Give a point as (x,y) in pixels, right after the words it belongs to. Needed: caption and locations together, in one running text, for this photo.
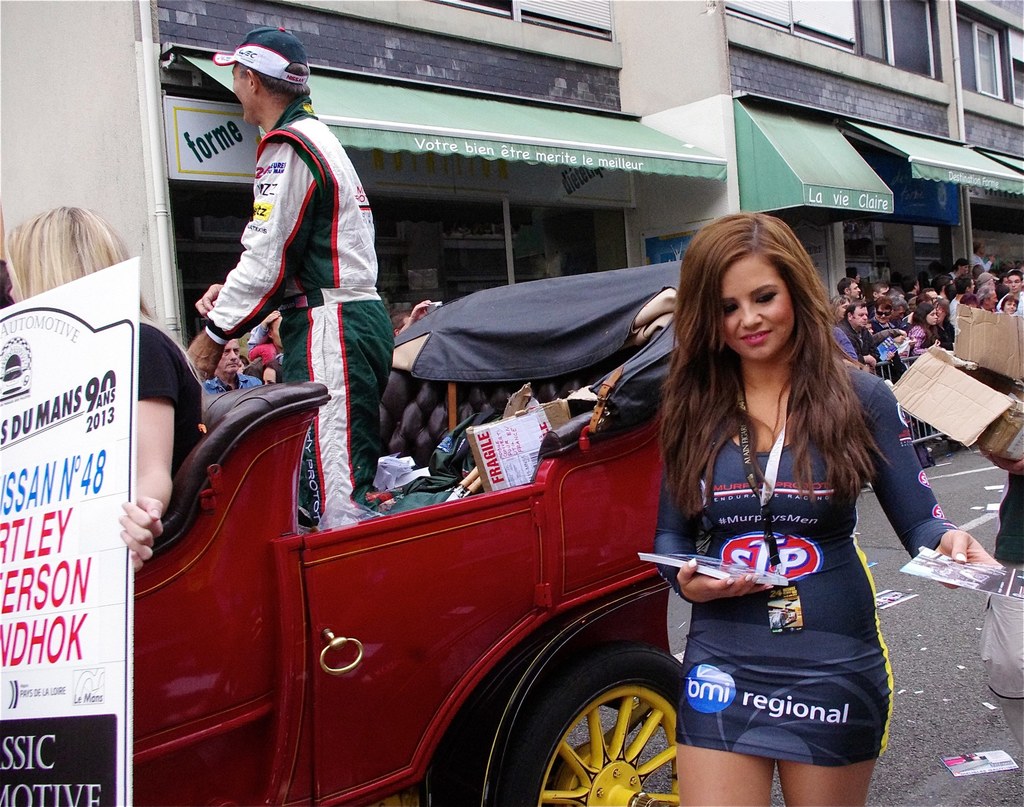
There is a woman (843,692) holding posters (997,580) and there are one person (375,306) in a vehicle (400,363) and this person (163,469) holding board (58,519). We can see box (1011,438), bag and posters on the road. In the background (841,311) we can see fence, people (931,326), building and board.
